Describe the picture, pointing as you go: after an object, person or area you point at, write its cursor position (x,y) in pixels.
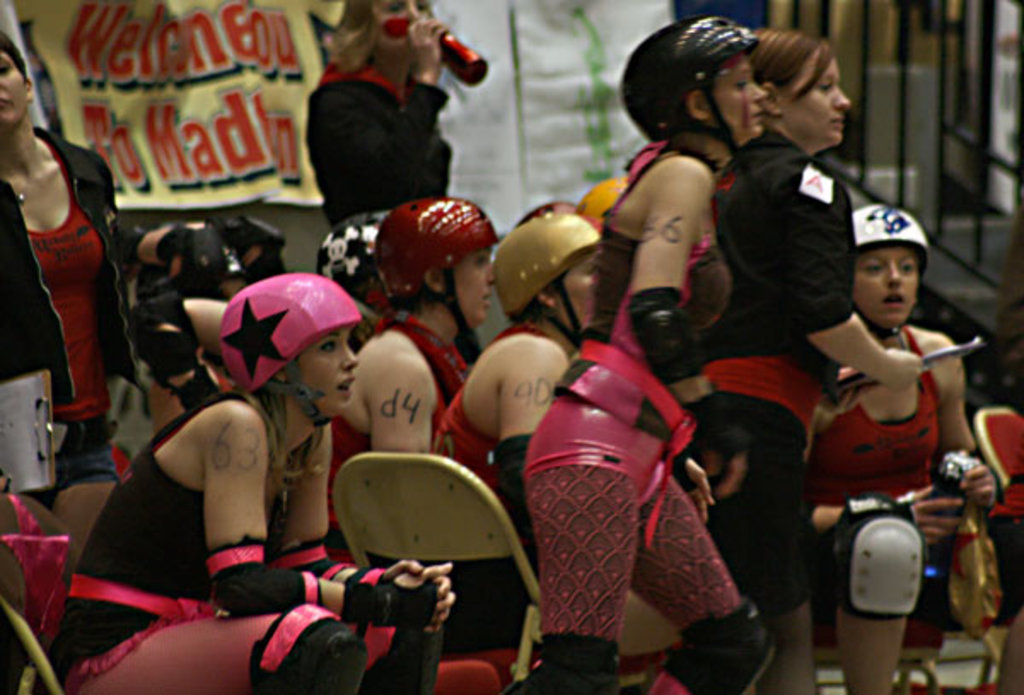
In this image we can see some women (516,461) wearing helmets (254,291) sitting on the chairs (501,543). On the right side (756,234) we can see a woman (744,356) holding a pen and a pad (963,347) in her hands (905,371). On the backside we can see a woman (355,26) drinking with a bottle (467,64). A woman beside her is holding a pad (49,423).
